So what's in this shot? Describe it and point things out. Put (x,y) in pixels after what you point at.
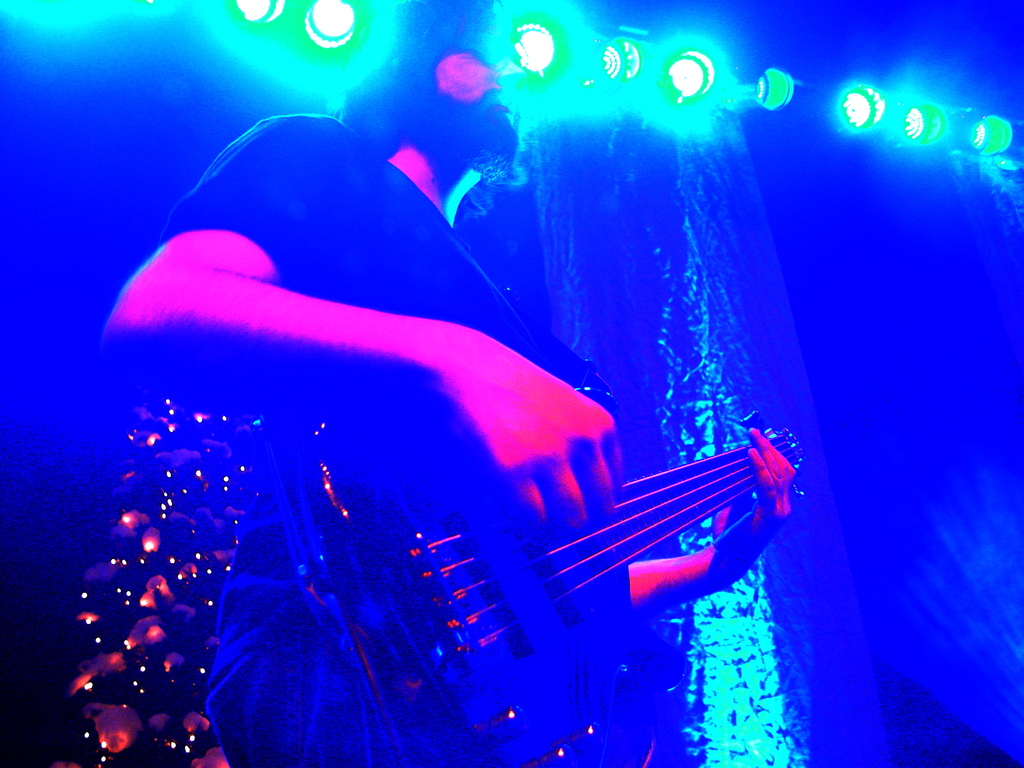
In this image, we can see a person (502,184) wearing clothes (360,257) and playing a guitar (493,548). There are some lights (156,517) in the bottom left (151,691) and at the top of the image (342,13).
